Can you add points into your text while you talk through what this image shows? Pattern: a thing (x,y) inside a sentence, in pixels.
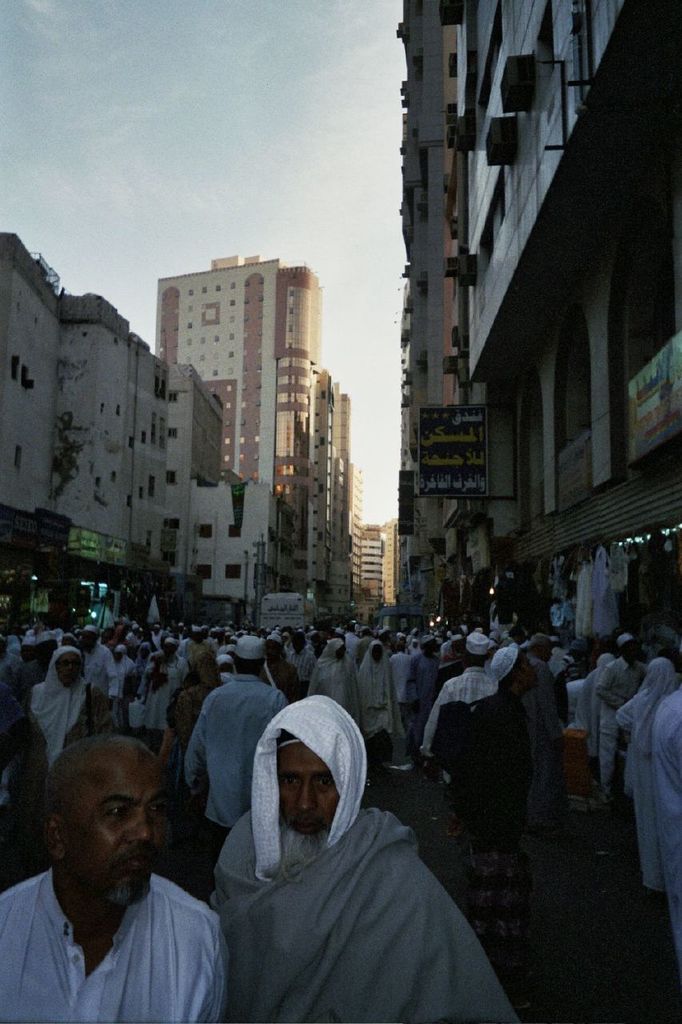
This picture is clicked outside. In the foreground (244,866) we can see the group of people (389,676) and on both the sides we can see the buildings (534,383) and the text (460,441) on the boards (647,449) and we can see the lights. In the background (85,151) we can see the sky (307,229). On the right (509,675) we can see a person (488,774) wearing a backpack (465,723) and standing on the ground (530,864).
